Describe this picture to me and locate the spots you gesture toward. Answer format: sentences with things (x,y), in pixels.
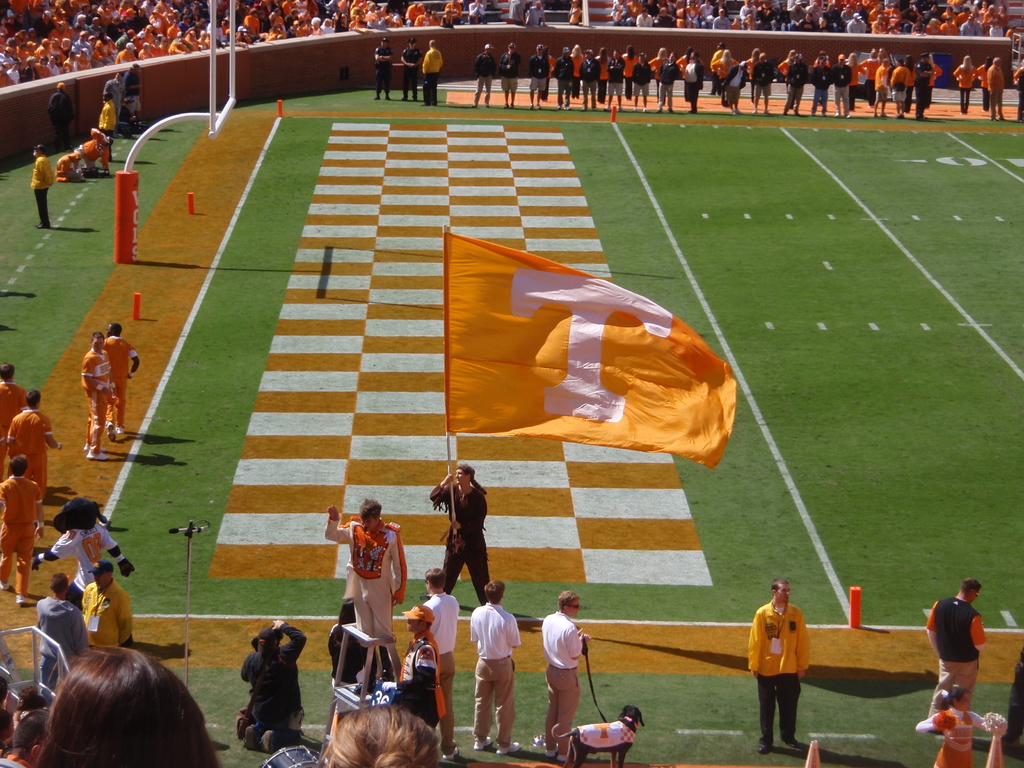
In this picture we can see few people (19,466) on the ground (325,375), here we can see a flag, dog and some objects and in the background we can see a wall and a group of people (7,13).
